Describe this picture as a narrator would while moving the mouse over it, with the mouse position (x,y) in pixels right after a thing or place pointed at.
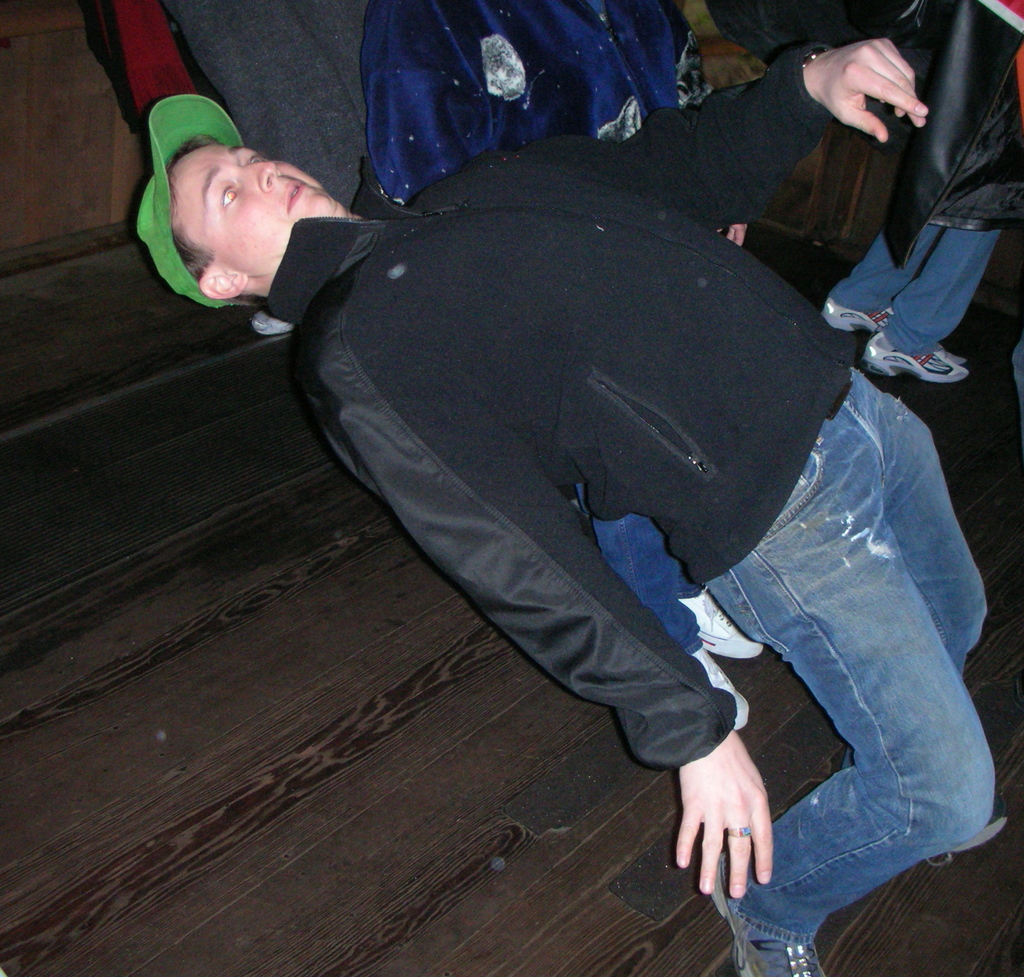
In this image I can see few people (730,221). In front (720,490) the person (694,216) is wearing black and blue color dress (681,163). In the background (87,143) the wall (57,132) is in brown color.
